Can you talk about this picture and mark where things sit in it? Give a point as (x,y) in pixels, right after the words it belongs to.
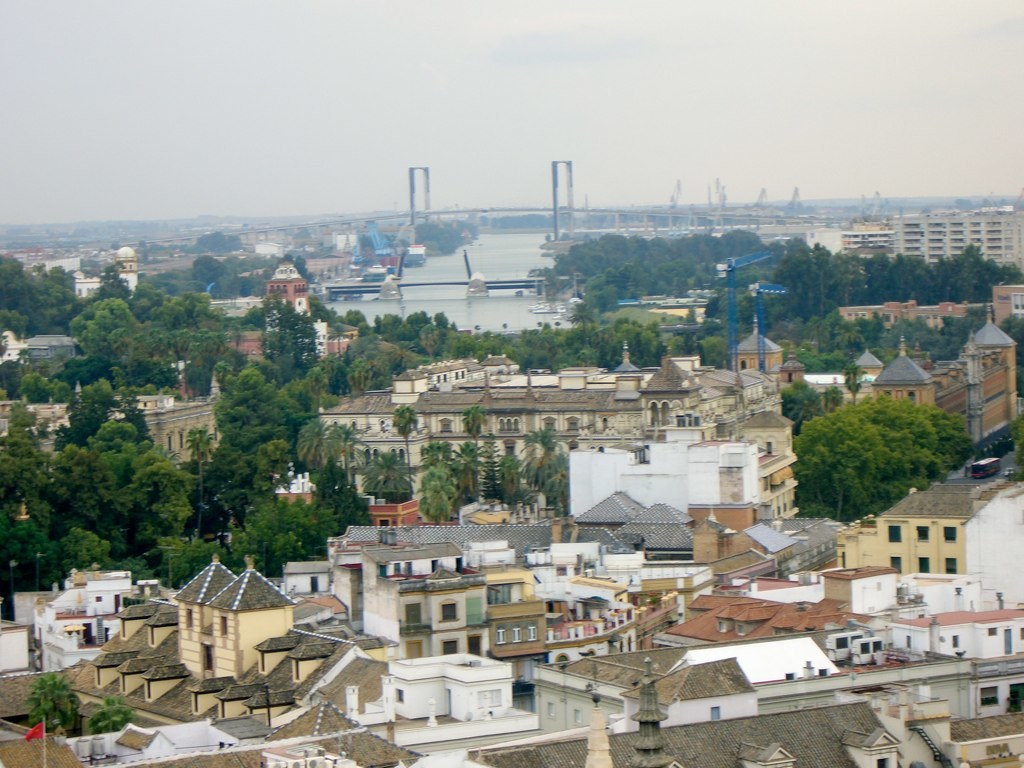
In the image there are houses (638,555), buildings (638,555), trees (535,477) and in the background (435,280) there is a water surface (471,302) and there is a bridge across the water surface (431,258).
